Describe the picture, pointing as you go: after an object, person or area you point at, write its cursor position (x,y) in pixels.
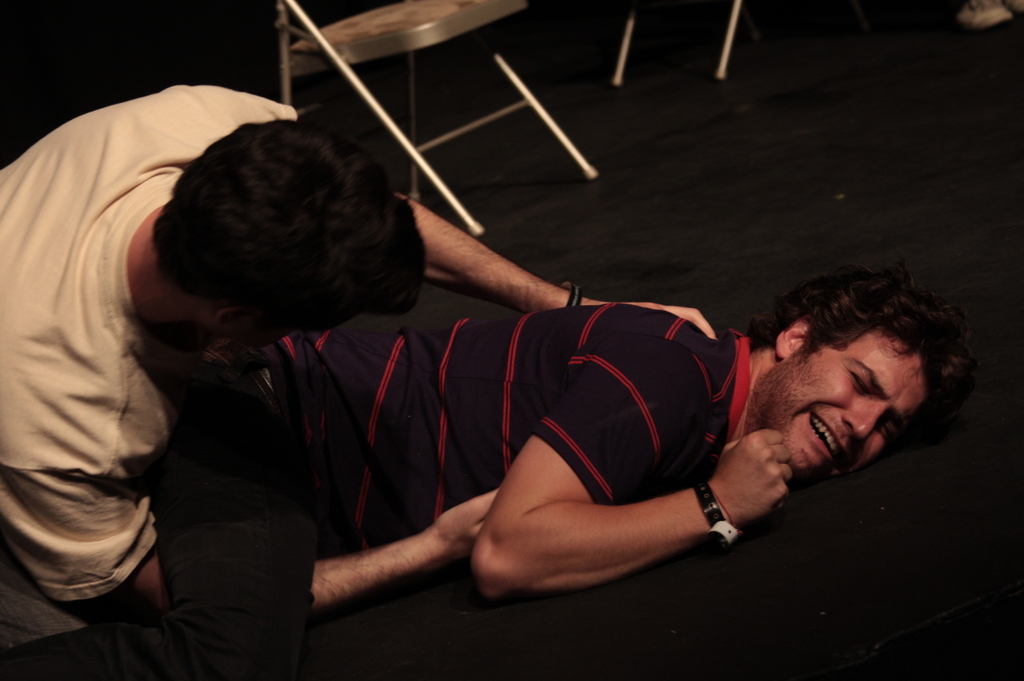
In the center of the image (605,386) we can see a man (594,484) lay on the floor (1018,436). On the left side of the image (26,386) we can see a man (294,285) is bending. In the background of the image (1001,18) we can see the chairs (543,119), shoe (986,20) and the floor (940,226).
